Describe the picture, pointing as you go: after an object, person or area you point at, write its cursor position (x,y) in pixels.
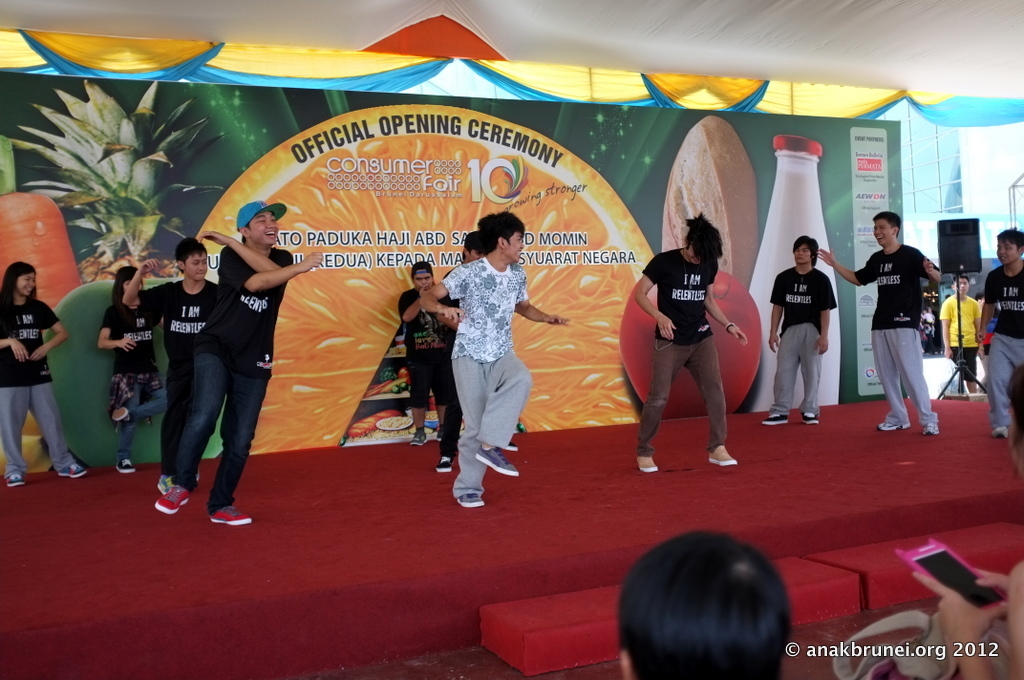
There are people (427,343), it seems like they are dancing on the stage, there are curtains (398,59) and a poster (466,191) in the background (390,209).
